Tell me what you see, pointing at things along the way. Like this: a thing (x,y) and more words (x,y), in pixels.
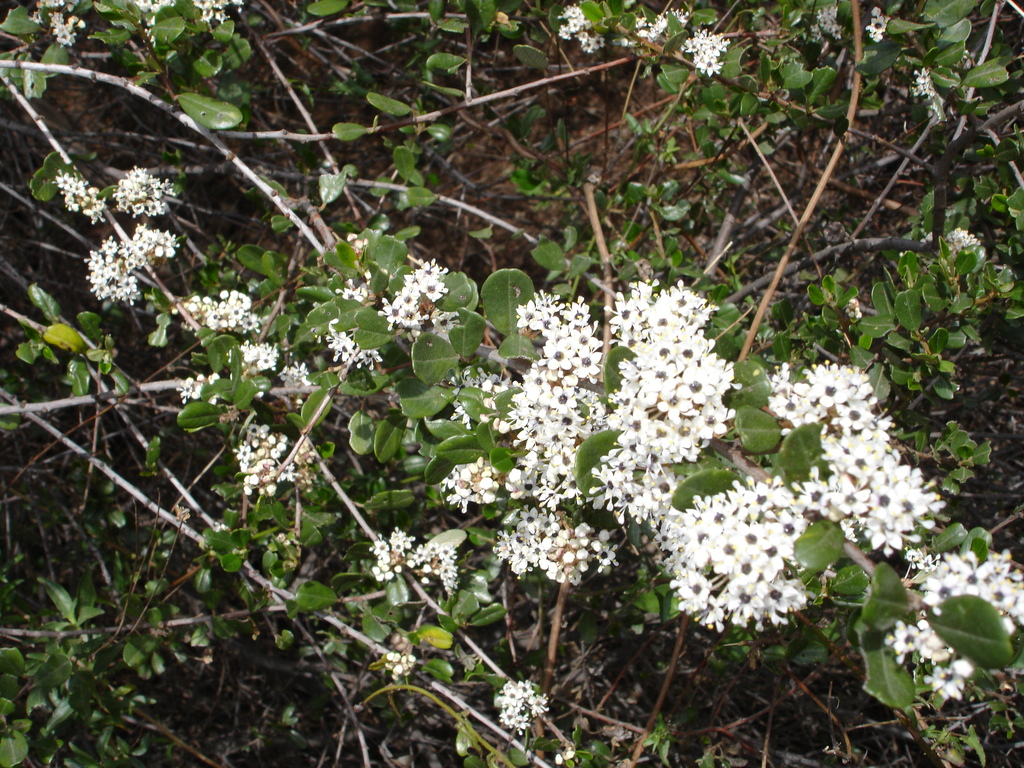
This image is taken outdoors. In this image there are a few plants (221,60) with green leaves (232,560), stems (263,189) and flowers (681,548). Those flowers (681,548) are white in color.
